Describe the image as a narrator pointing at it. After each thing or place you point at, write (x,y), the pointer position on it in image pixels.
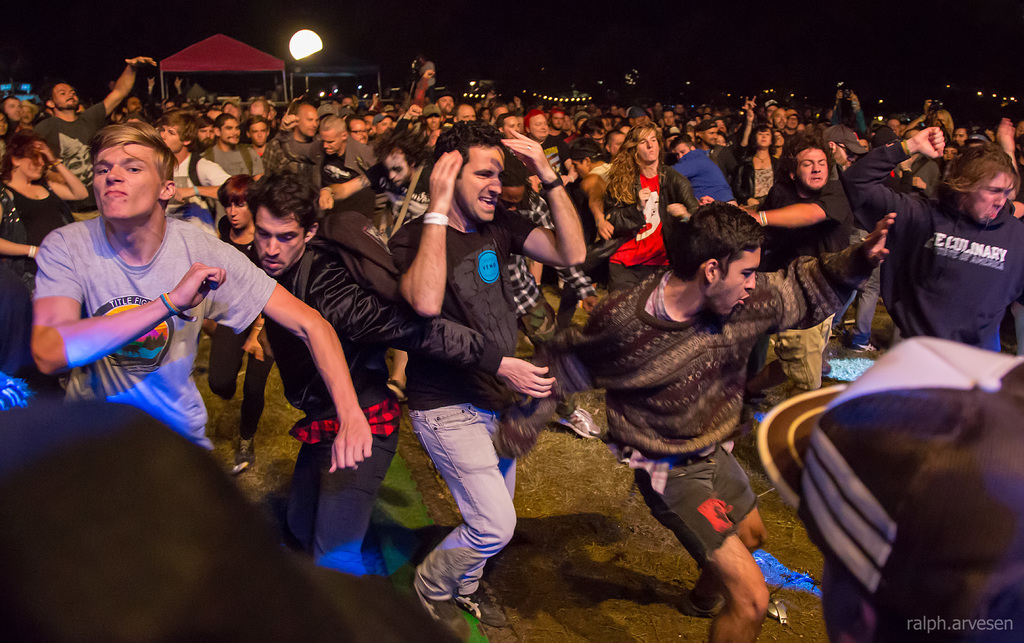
In this image we can see some group of persons (490,352) dancing in the open area (223,460) and in the background of the image (194,52) there are some huts (181,58) and lights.
